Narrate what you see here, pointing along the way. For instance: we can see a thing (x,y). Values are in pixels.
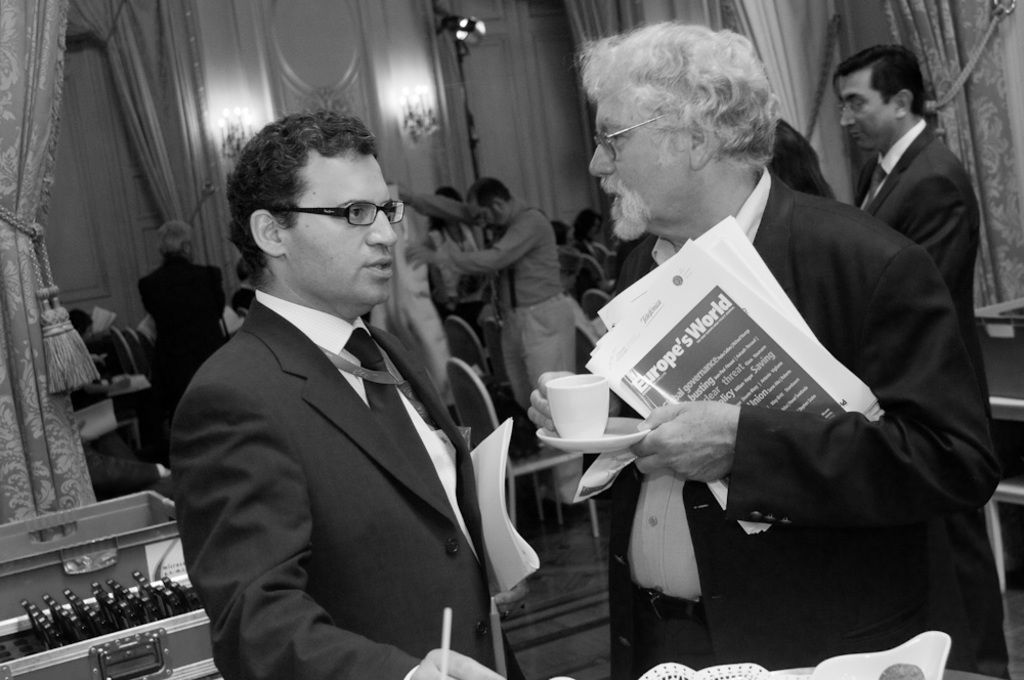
This is a black and white image. There are two persons (691,527) standing. Person (756,421) on the right (797,390) is holding a cup (585,414) and saucer (562,442) also some papers (712,342). Both are wearing specs (615,135). In the background (165,81) there are curtains (806,46). Some people (464,216) are there. Also there are chairs (459,322). And there is a box (117,577) with some items (97,605) on that. On the wall (291,85) there are lights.
